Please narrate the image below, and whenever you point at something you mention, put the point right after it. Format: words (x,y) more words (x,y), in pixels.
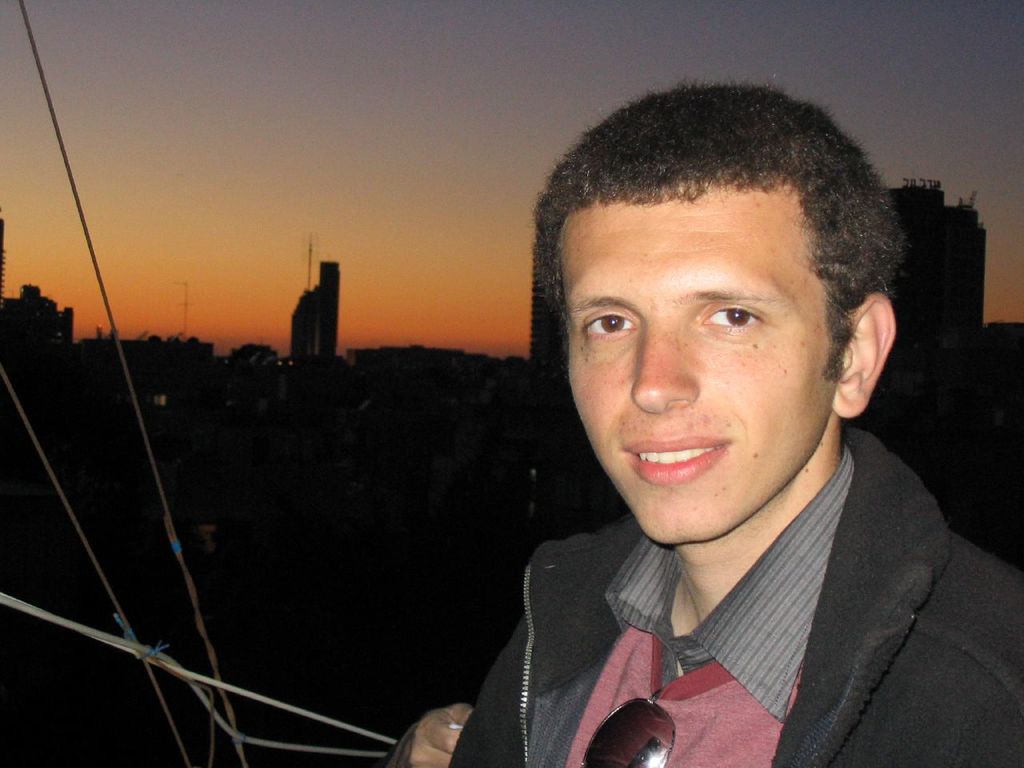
In the foreground of this image (668,437), there is a man (735,502) in black colored dress (920,667) having smile on it face (620,465). In the background (288,560), we can see the city (342,412) and the sky (321,207).
